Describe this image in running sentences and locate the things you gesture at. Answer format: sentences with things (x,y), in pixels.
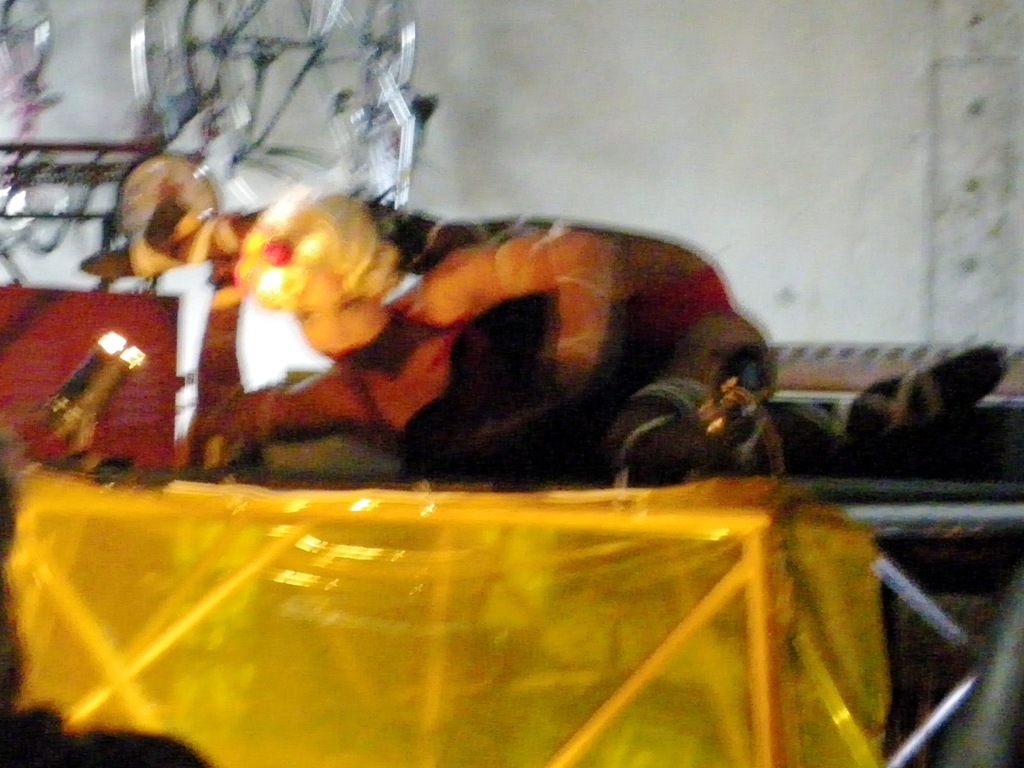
This is a blur image. In this image we can see a lady (363,389) on a platform (478,558). In the background (677,121) there is a wall (518,153). Also there is a light (107,379) on the left side (96,359). And there are few other objects (156,306).
